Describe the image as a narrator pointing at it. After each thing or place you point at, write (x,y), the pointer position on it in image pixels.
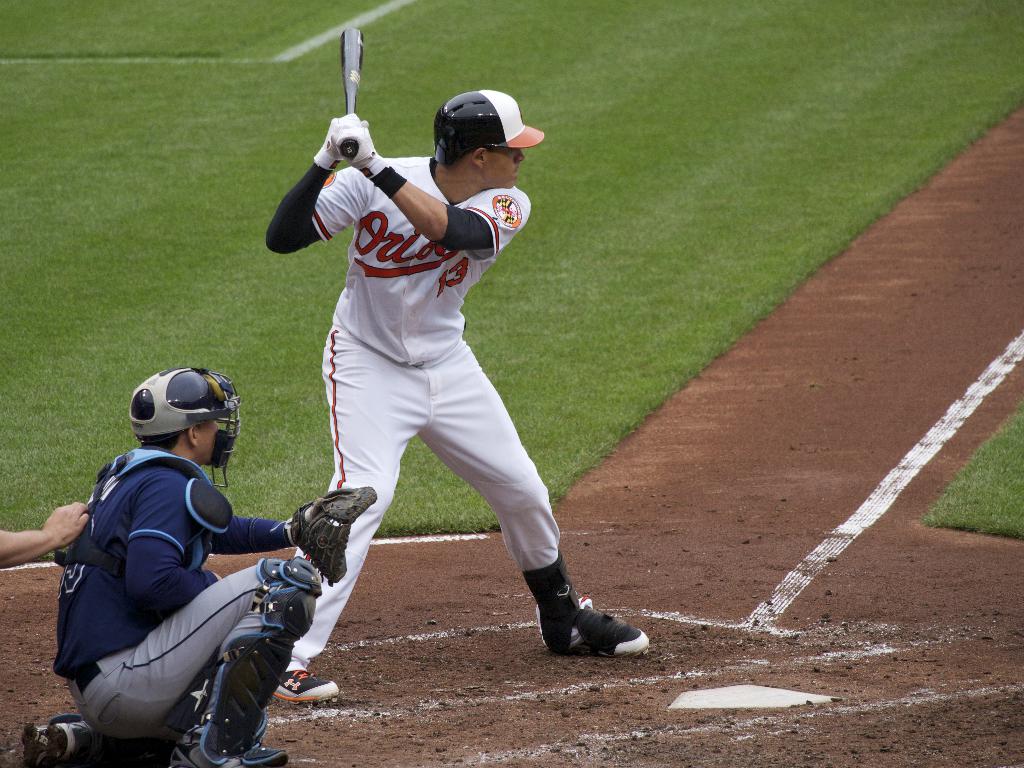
In this image there are two persons (159,544). The man (420,411) in the center (488,446) is holding baseball bat (356,73) in his hand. The man (136,587) to the left (113,670) is kneeling on the ground (328,707). He is wearing catcher gloves (307,517) and a helmet (207,390). There are markings (877,494) on the ground (805,615). Behind them there's grass (519,60) on the ground (258,43).
